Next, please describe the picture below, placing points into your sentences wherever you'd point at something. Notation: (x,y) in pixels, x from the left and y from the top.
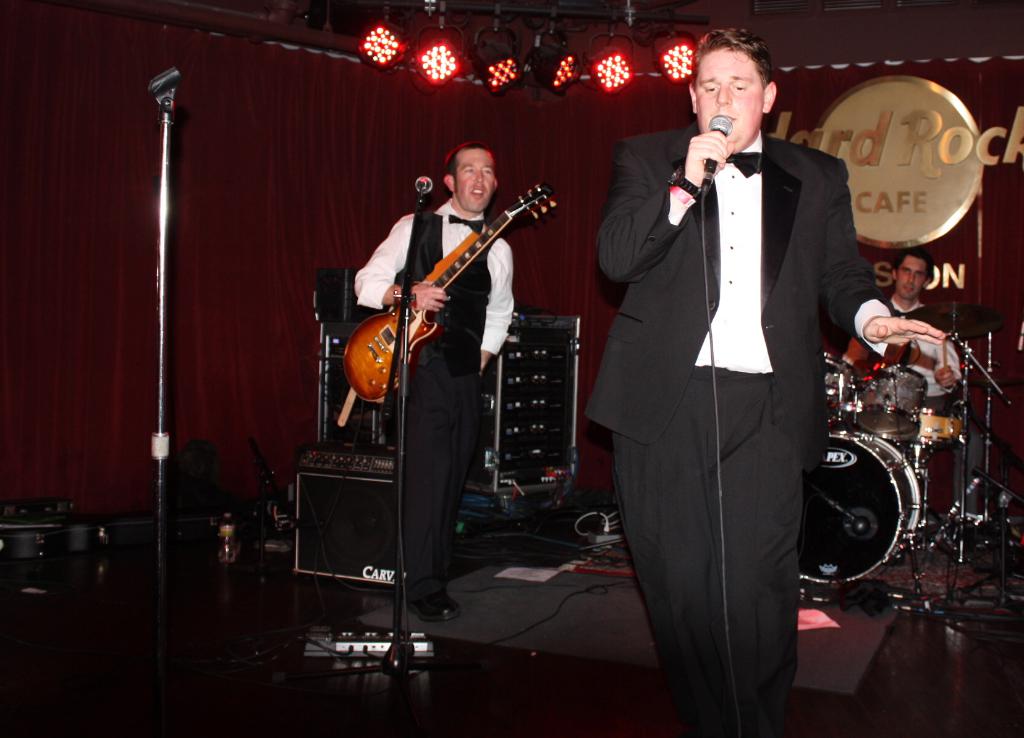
In this image, In the right side (771,609) there is a man (752,428) standing and he is holding a microphone (702,192) which is in black color and he is singing in the microphone (709,165), in the middle (412,403) there is a man (396,308) standing and holding a music instrument (380,351) which is in yellow color, There are some microphones (408,299) which are in black color, In the background (912,350) there is a man's (924,346) sitting and he is playing some music instruments (839,447), In the background (682,59) there are some red color lights (421,72) in the top (441,48) and there is a red color curtain (197,116).
